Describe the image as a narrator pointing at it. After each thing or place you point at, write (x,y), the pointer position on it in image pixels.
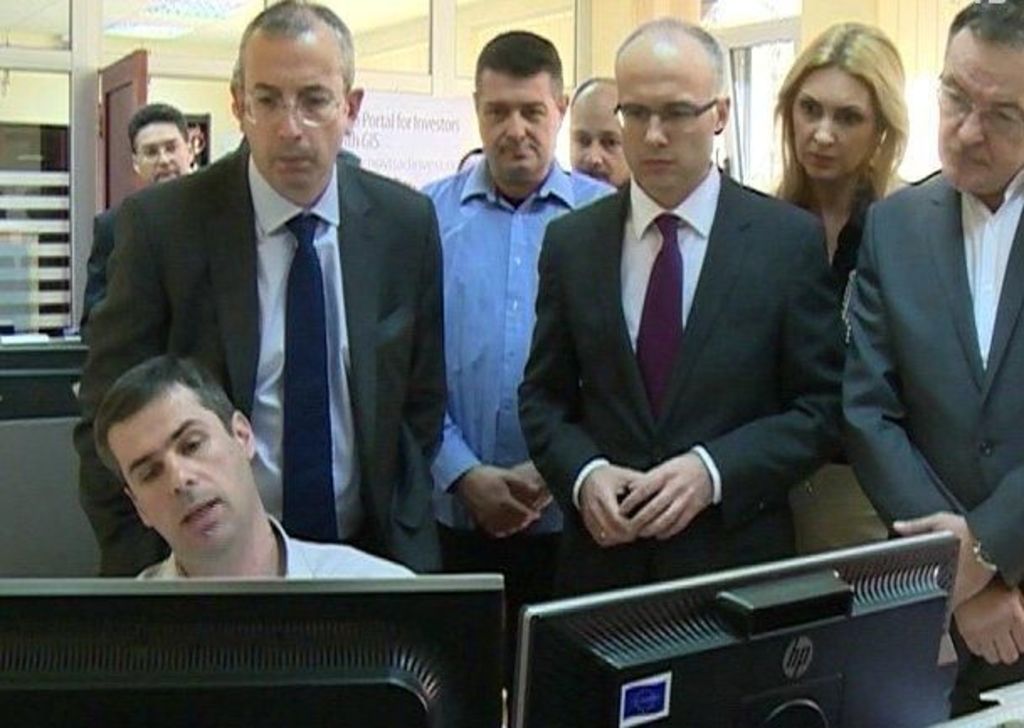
On the left side of the image (108,462) we can see a man (252,531) sitting, before him there are computers (692,655). In the background (617,181) there are people (778,251) standing and we can see a door (130,82), a board (450,142) and a wall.
